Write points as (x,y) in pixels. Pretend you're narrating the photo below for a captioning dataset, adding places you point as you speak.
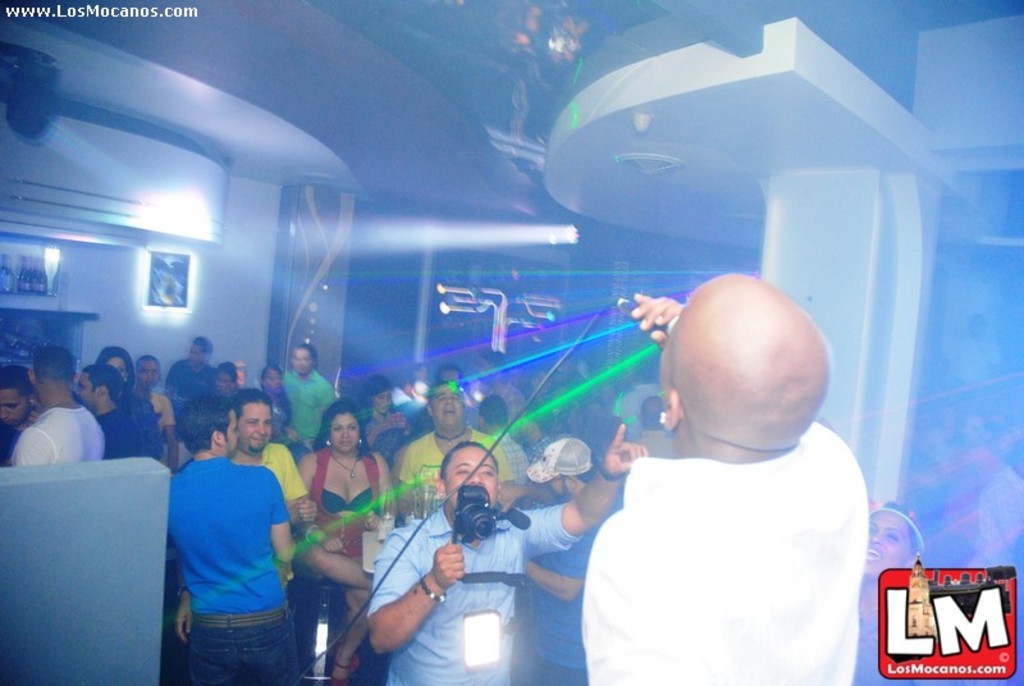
In this picture we can see a group of people (141,425) standing and a man (676,570) is holding a microphone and the other person (424,625) is holding a camera (473,538). Behind the people (228,391) there is a wall (165,318). On the image there are watermarks (100,15).
